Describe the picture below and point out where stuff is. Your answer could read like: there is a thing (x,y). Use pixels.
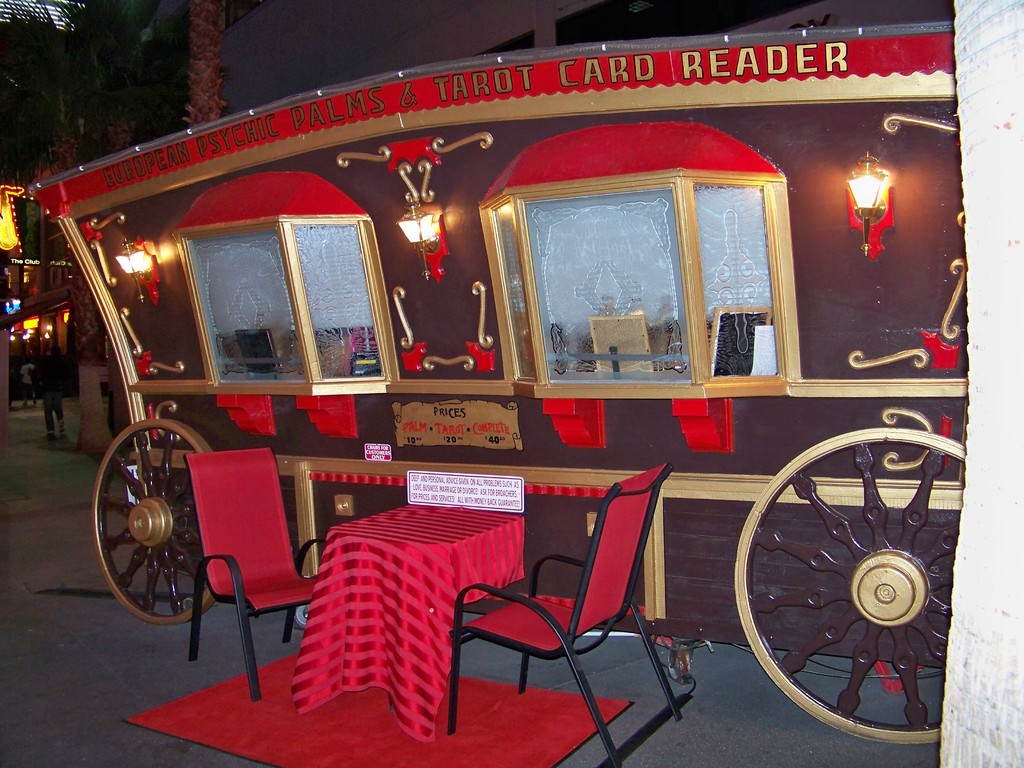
This picture is clicked outside the city. Here we see a vehicle (666,263) which has windows (308,289) and bulbs (435,265). Beside that, we see a table (405,522) which is covered with red color cloth (377,589). On either side of the table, we see two chairs (254,506) and on left corner of the picture (68,296), we see stall (37,290) and hoarding board (21,191).
